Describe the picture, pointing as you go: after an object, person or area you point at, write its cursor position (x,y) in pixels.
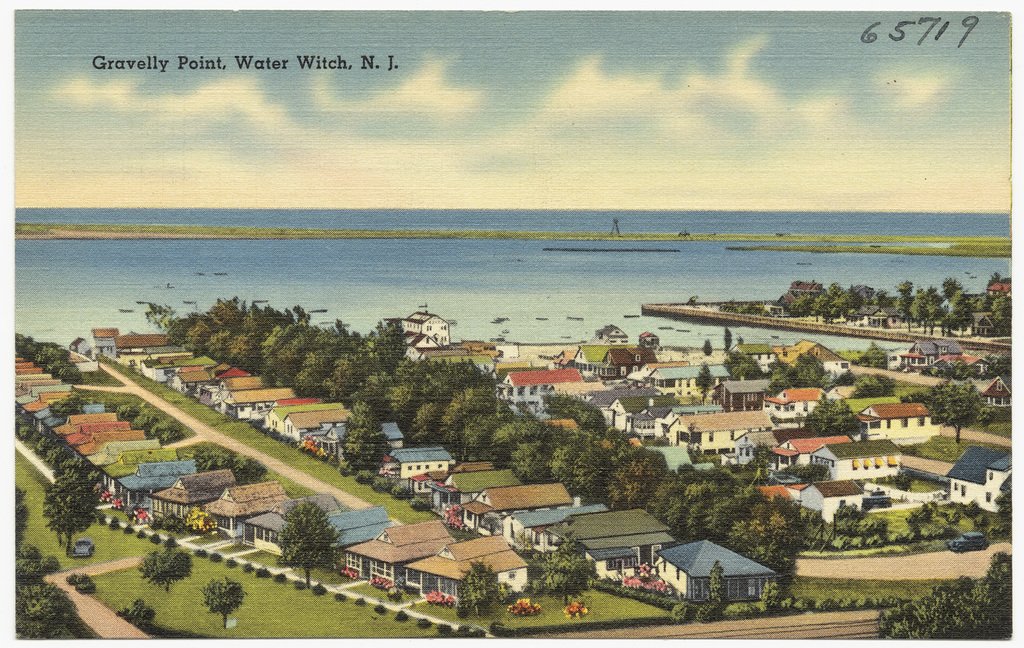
In this picture I can see a poster (497,426) on which we can see some trees (698,496), houses (576,513), grass (211,577) and behind we can see the lake (264,287).
